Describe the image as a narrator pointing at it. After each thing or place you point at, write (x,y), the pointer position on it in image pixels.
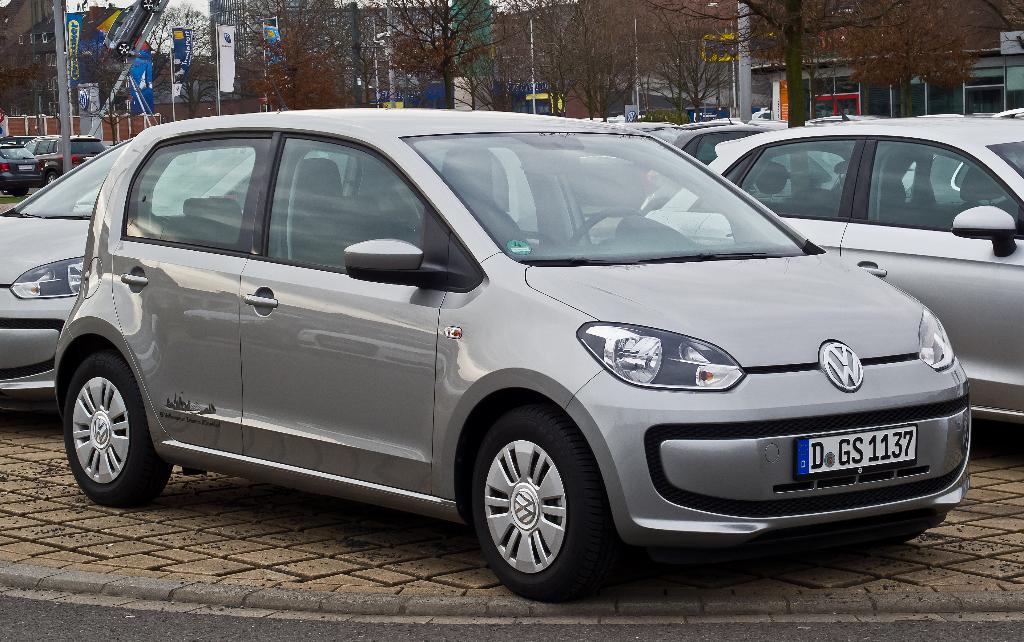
In this image I can see few vehicles (650,425). In the background (277,27) I can see few banners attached to the poles (264,64), few trees (490,73), buildings (472,37) and the sky (181,6) is in white color.
